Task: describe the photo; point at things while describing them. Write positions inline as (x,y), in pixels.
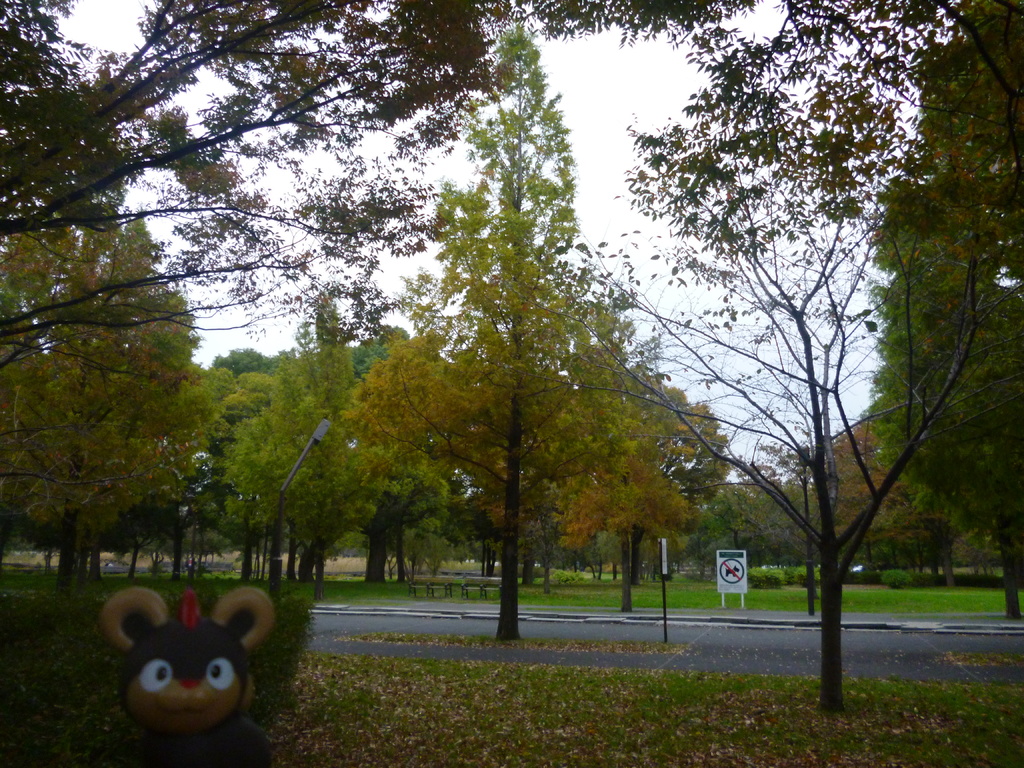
In this picture we can see some trees (87,468), grass (714,587) and sign boards (729,590) are placed on the road (485,653), some dry leaves (373,746) on the surface (331,737) and we can see the toy (156,655).
